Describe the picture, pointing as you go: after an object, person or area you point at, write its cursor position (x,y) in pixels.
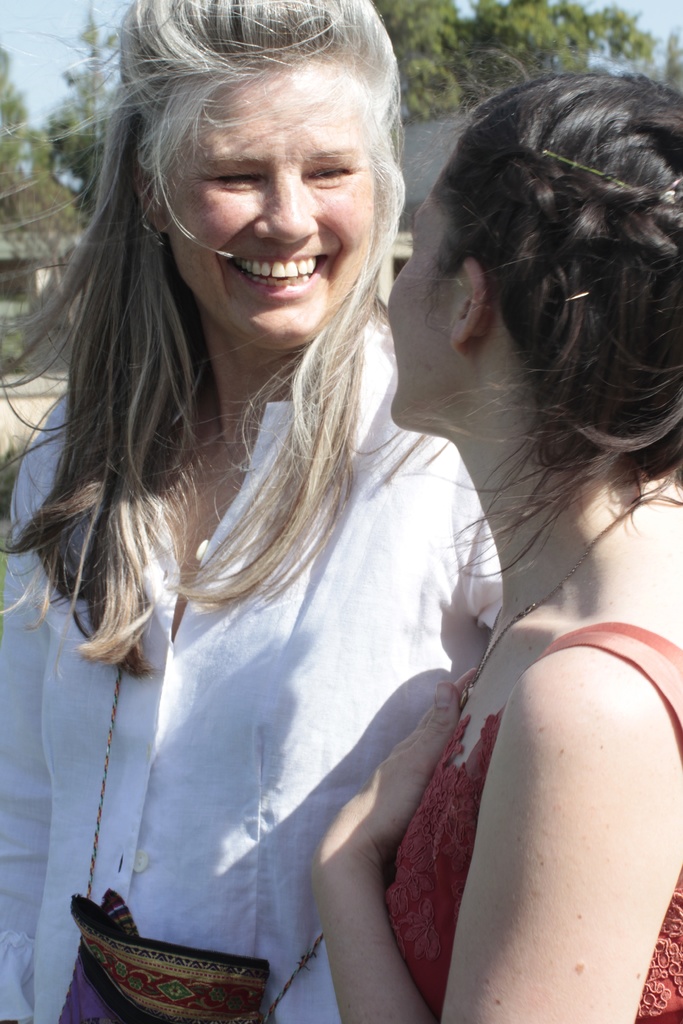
On the right side (647,735) a beautiful woman (647,735) is there, she wore orange color dress (431,884). In the middle (334,521) a woman (351,299) is standing, she wore white color shirt (312,743). behind them there are green trees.
